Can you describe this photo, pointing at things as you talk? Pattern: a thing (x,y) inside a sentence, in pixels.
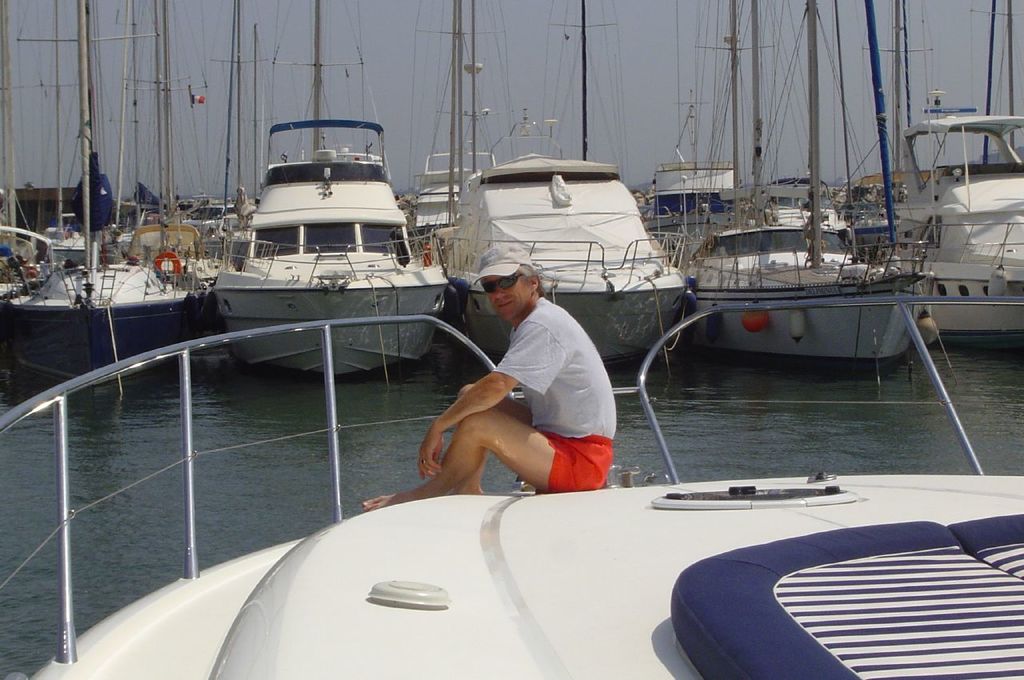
This is an outside view. Here I can see a man (558,397) wearing white color t-shirt (565,409), red color short (565,448), white color cap (490,269) on the head (513,298) and sitting on the boat (577,566) and giving pose for the picture. In the background (695,239), I can see some more ships (249,241) on the water (114,434). On the top of the image (390,56) I can see the sky (393,31).
